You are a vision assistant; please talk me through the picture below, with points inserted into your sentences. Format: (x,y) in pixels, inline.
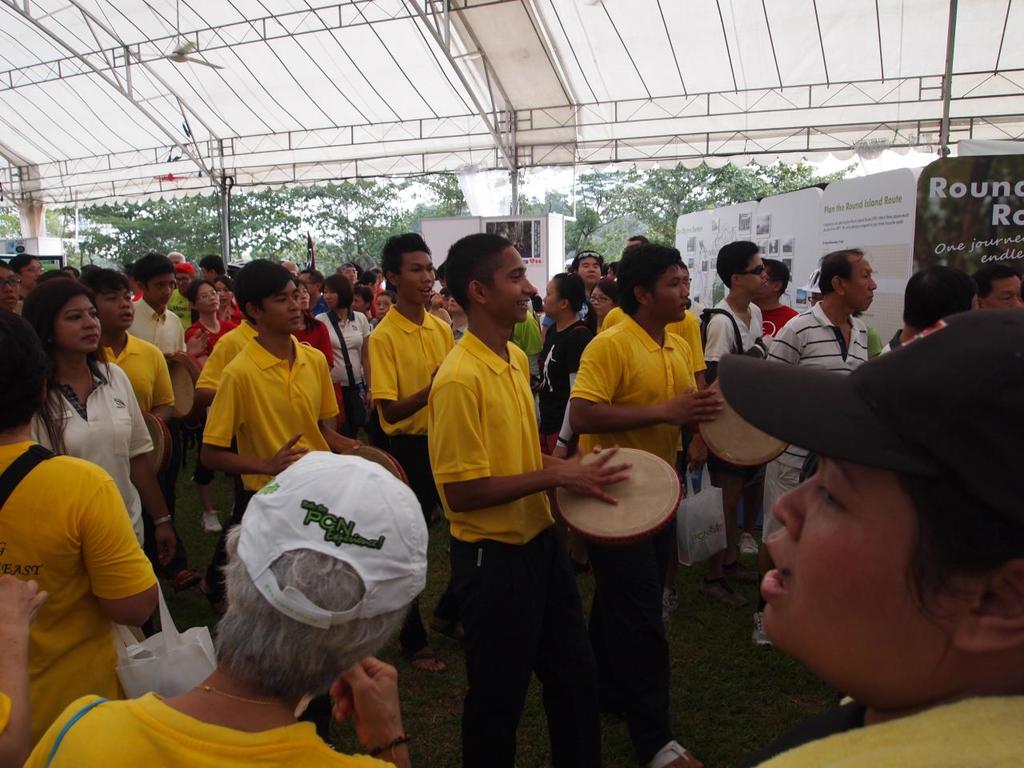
This image consists of many people (925,371). In the front (618,481), we can see few men (620,586) are playing musical instruments (728,413). At the bottom (797,718), there is ground (603,747). On the right (833,238), we can see the banners (1010,233). At the top (274,70), there is a roof (363,93). It looks like a tent (15,108). In the background (554,209), there are trees (298,237).
